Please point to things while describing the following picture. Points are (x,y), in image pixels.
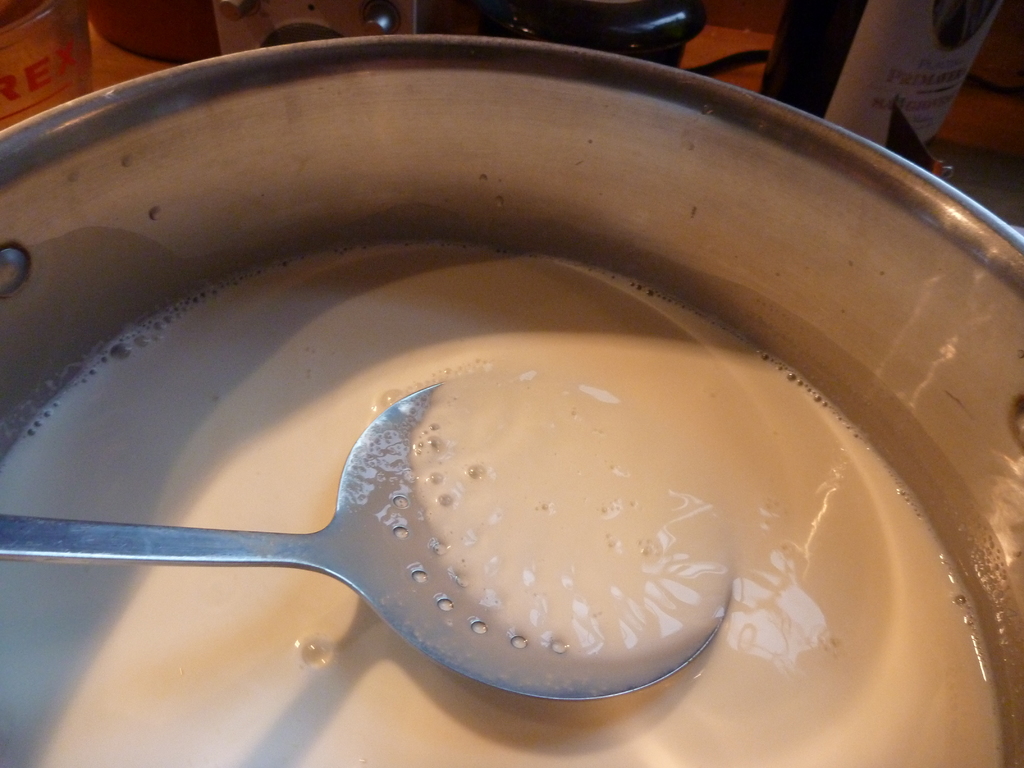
In this image, I can see a bowl (428,239) which consists of milk (342,345) and there is a spoon (282,541). At the top of the image (826,47) there are two bottles (820,53) and some other objects (239,29).
